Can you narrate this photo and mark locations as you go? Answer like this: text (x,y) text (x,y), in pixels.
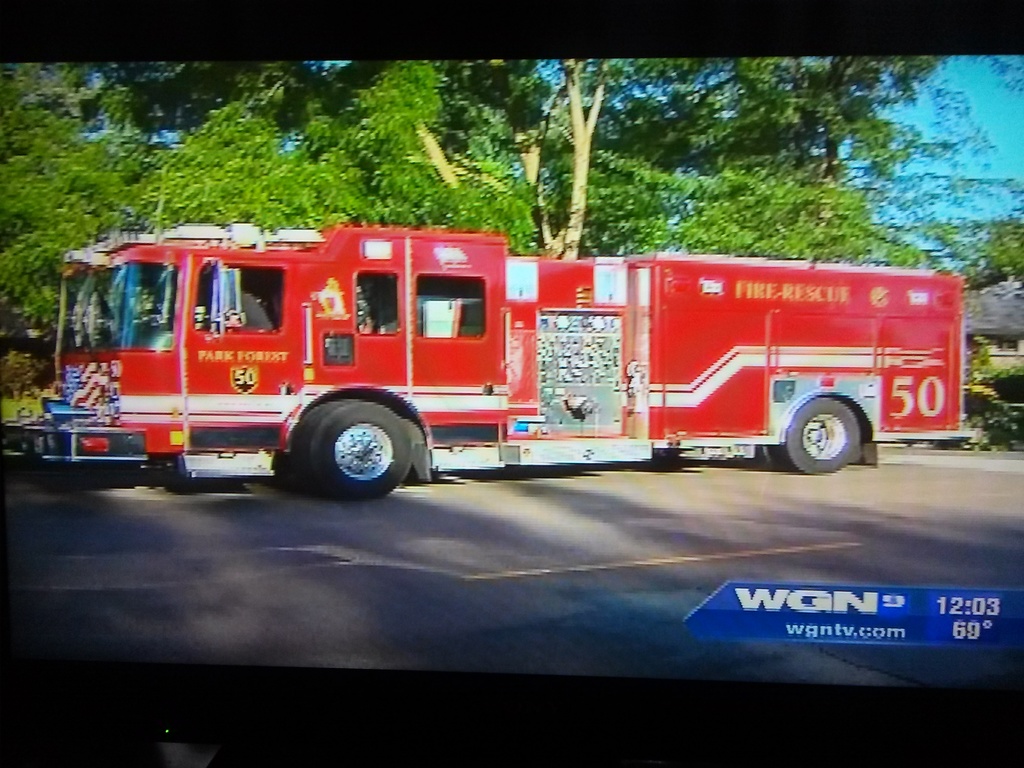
In the image we can see there is a fire engine vehicle (577,363) standing on the road (537,544) and behind there are trees (553,194).
